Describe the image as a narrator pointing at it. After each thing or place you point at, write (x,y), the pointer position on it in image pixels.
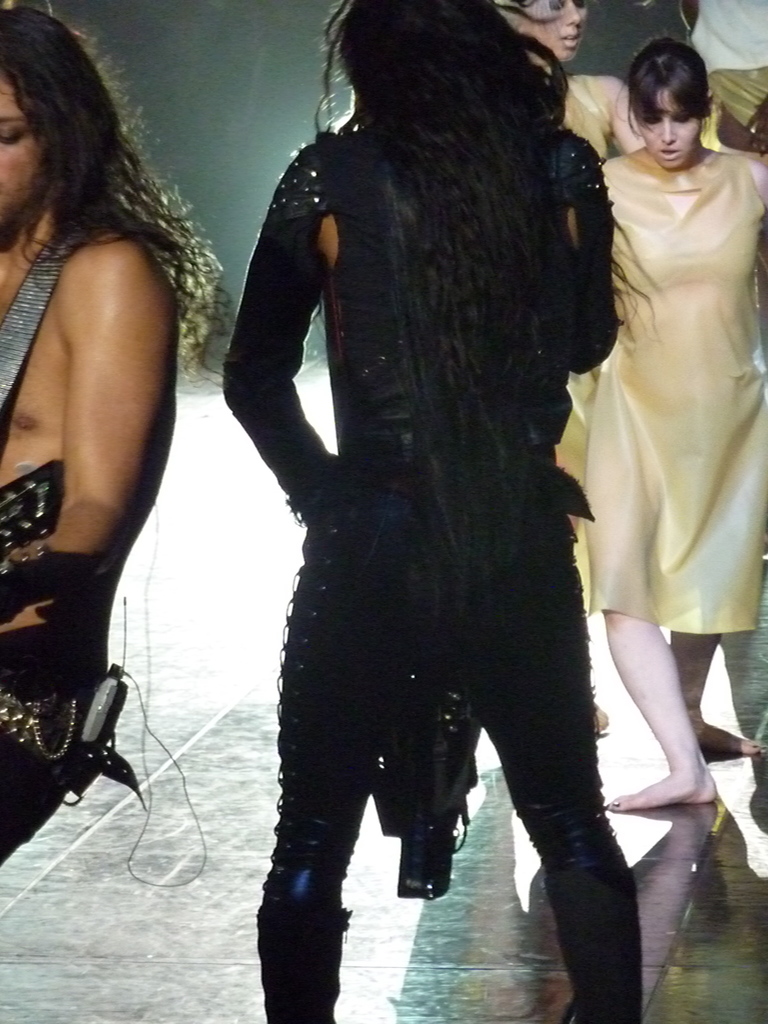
In the center of the image (297,671) there are people (284,968) on the floor (363,874).
